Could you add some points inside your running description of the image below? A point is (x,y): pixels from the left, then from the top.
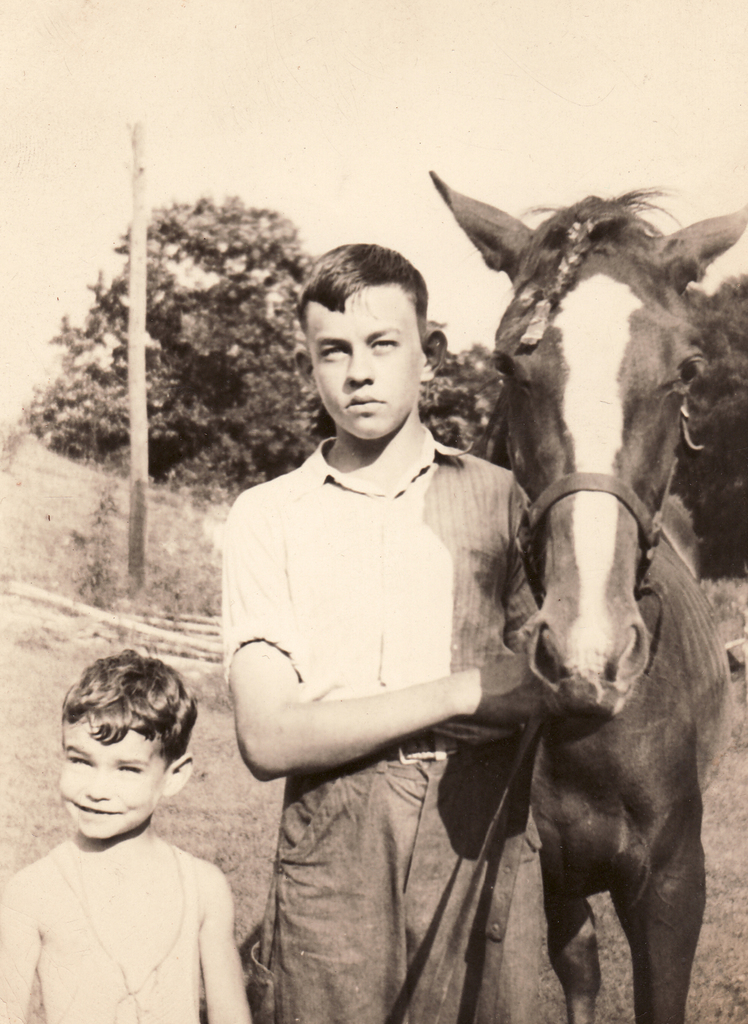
In this image there are two persons (299,752) standing and holding horse (583,444) and at the background of the image (246,361) there are trees (160,330) and poles (142,527).
